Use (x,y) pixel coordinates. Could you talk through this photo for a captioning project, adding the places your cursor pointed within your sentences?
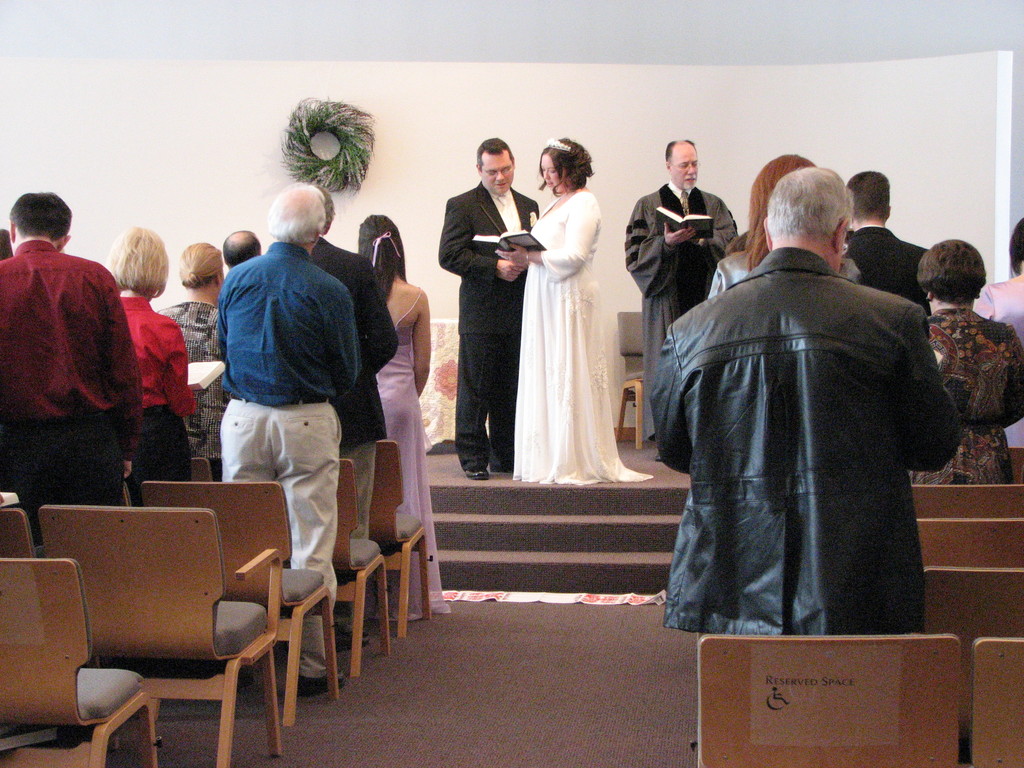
In this image we can see every person (694,463) are standing.
